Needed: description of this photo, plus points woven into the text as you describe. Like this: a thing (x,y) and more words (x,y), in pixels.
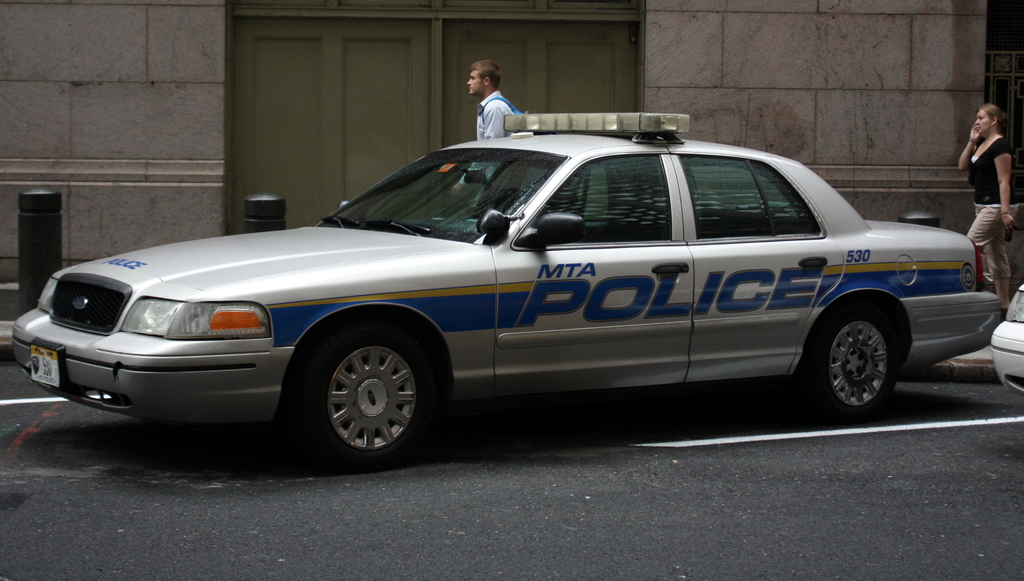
In this picture, there is a car (698,290) on the road (565,422) and it is facing towards the left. On the car (654,261), there is some text (730,289). Beside the car (494,151), there is a man (494,131) carrying a bag (512,102). Towards the right (1003,297), there is a woman (977,179) talking on the phone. Beside her, there is another vehicle (1019,381). In the background (275,71), there is a building (178,145) and poles (23,308).
